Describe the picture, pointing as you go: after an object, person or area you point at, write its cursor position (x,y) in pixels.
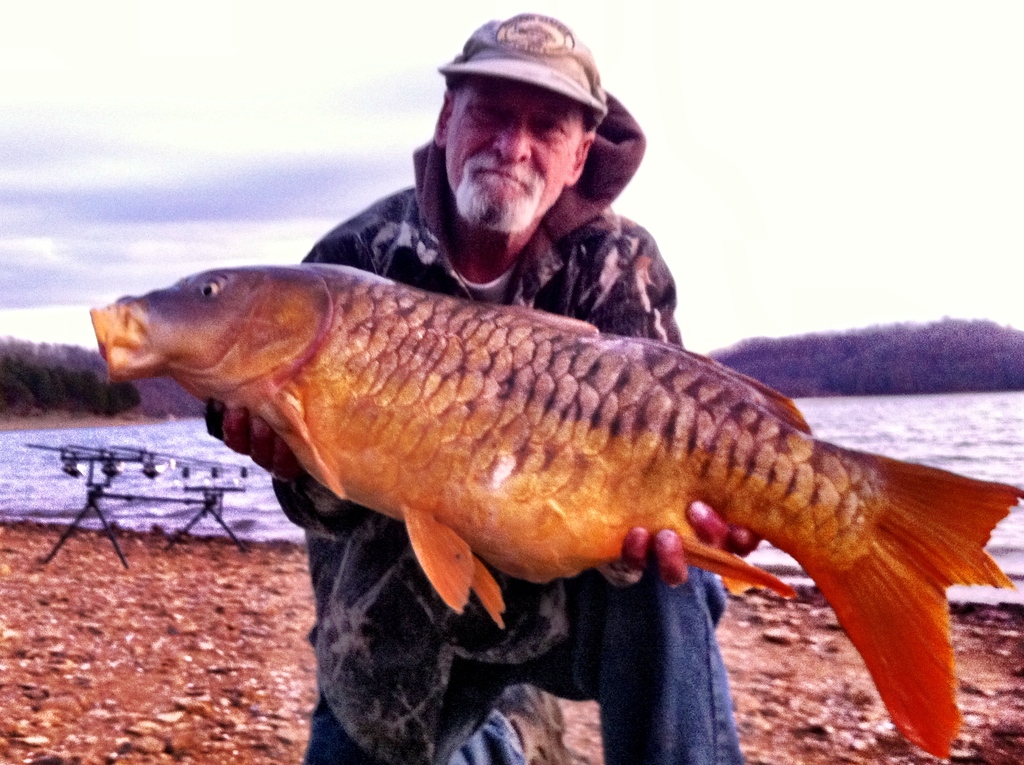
In the image there is an old man (491,53) in a kneeling position, he is holding a big fish (489,430) with his hands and behind him there is some equipment (98,451) and behind the equipment (117,462) there is a water surface (1016,399), in the background (834,356) there are trees (974,328).
